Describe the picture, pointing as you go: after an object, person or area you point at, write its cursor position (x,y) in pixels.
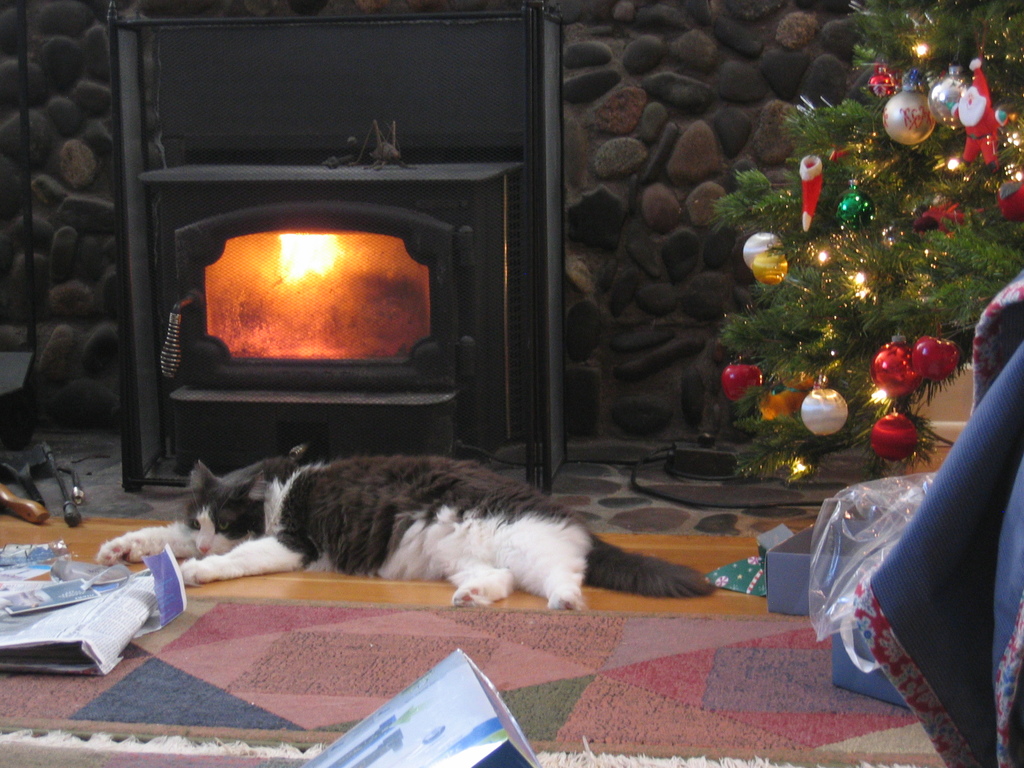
In this picture we can see a cat (441,527) lying on the floor (331,594). There is a carpet (379,629) on the floor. We can see a file (39,661), newspaper (58,620), cover (847,611) and other objects (788,584) on the floor (763,501). There is a Christmas tree (848,320). We can see a few lights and decorative balls (830,394) on this Christmas tree (766,356). There is a chimney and fire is visible inside the chimney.
